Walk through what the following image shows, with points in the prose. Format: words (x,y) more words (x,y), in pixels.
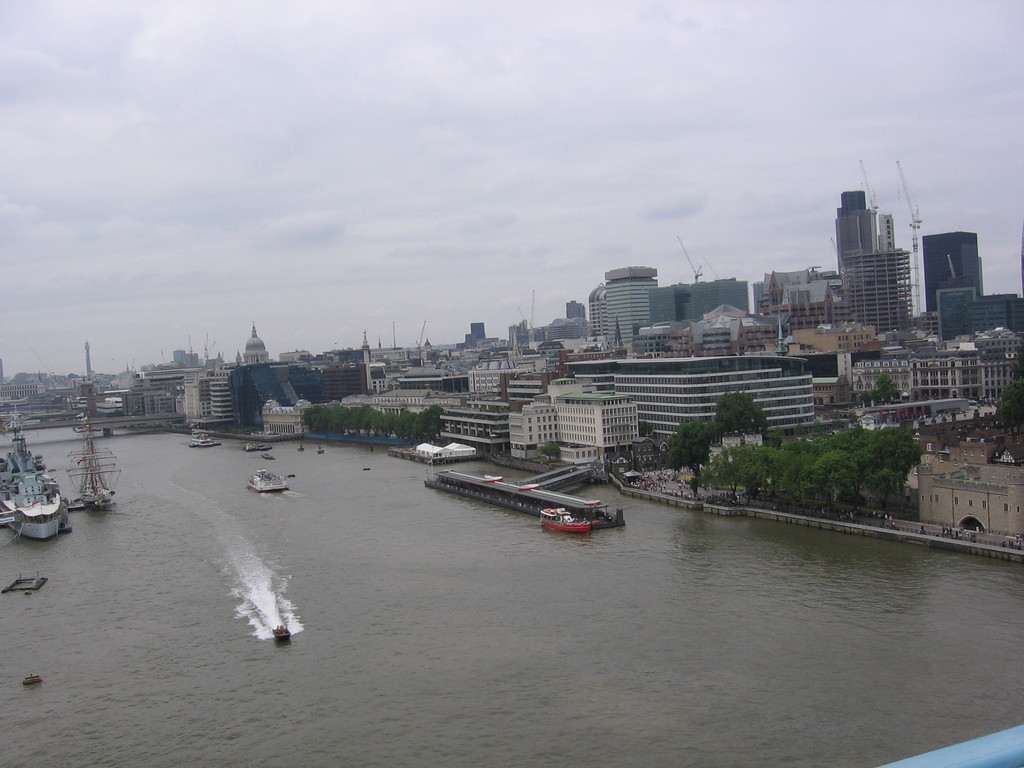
There are ships (35,470) on the water (949,612). There are trees (829,457) and buildings (1016,492) at the right (1016,492).
